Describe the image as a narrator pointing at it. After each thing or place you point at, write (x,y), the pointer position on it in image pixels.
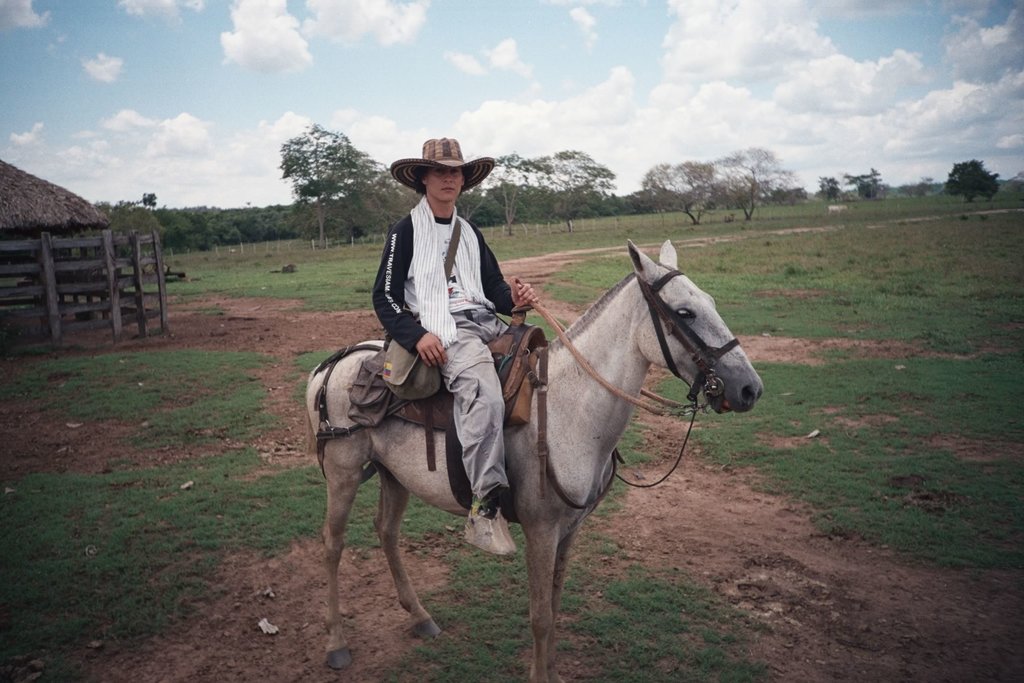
There is one man (492,392) sitting on a horse (415,432) as we can see in the middle of this image (535,449). We can see trees (336,191) in the background (175,230). The sky (436,96) is at the top of this image (449,110).
